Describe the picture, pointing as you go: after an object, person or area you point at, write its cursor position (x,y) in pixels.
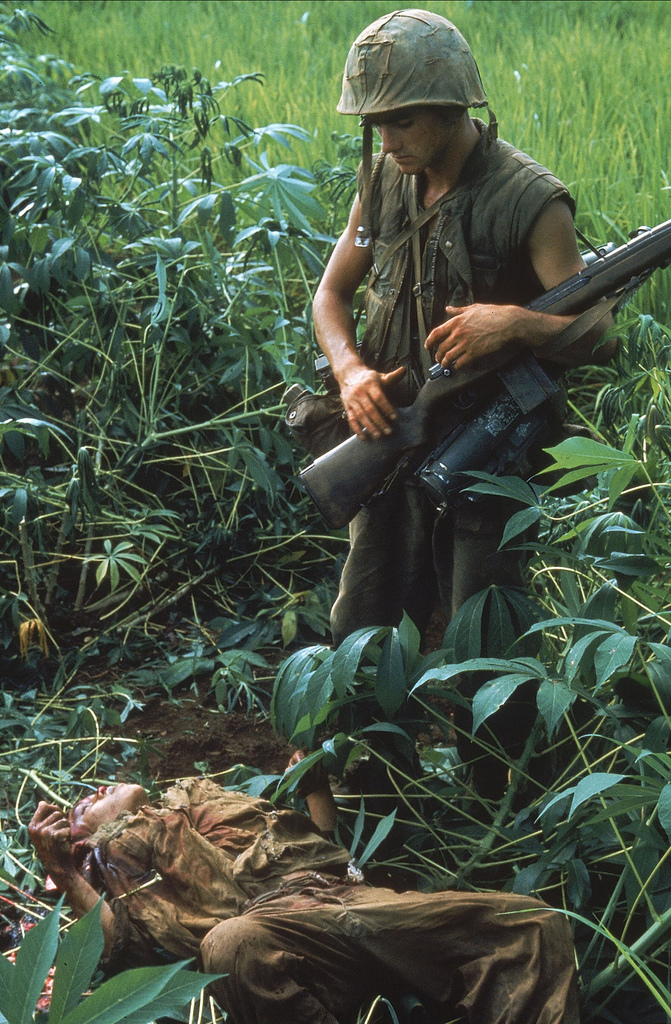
In the middle of this image (369,349), there is a person (482,83) wearing a helmet (393,91), holding a gun (575,273) and standing. Beside him, there is a person (50,804) lying on the ground (175,749) and there are plants (145,400) which are having green color leaves (633,305). In the background (623,47), there is a farm field (653,73).
